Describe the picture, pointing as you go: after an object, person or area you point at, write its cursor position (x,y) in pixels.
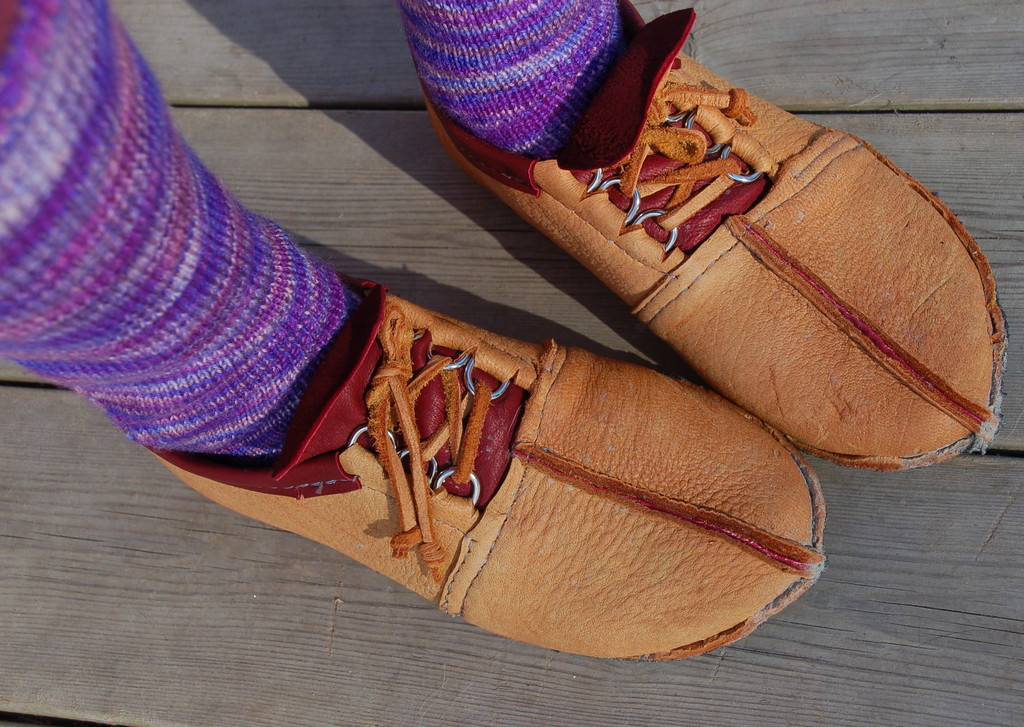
In this image there is a person (617,404) standing and wearing a shoes (637,382) which is brown in colour and sock (189,303) which is pink in colour.
